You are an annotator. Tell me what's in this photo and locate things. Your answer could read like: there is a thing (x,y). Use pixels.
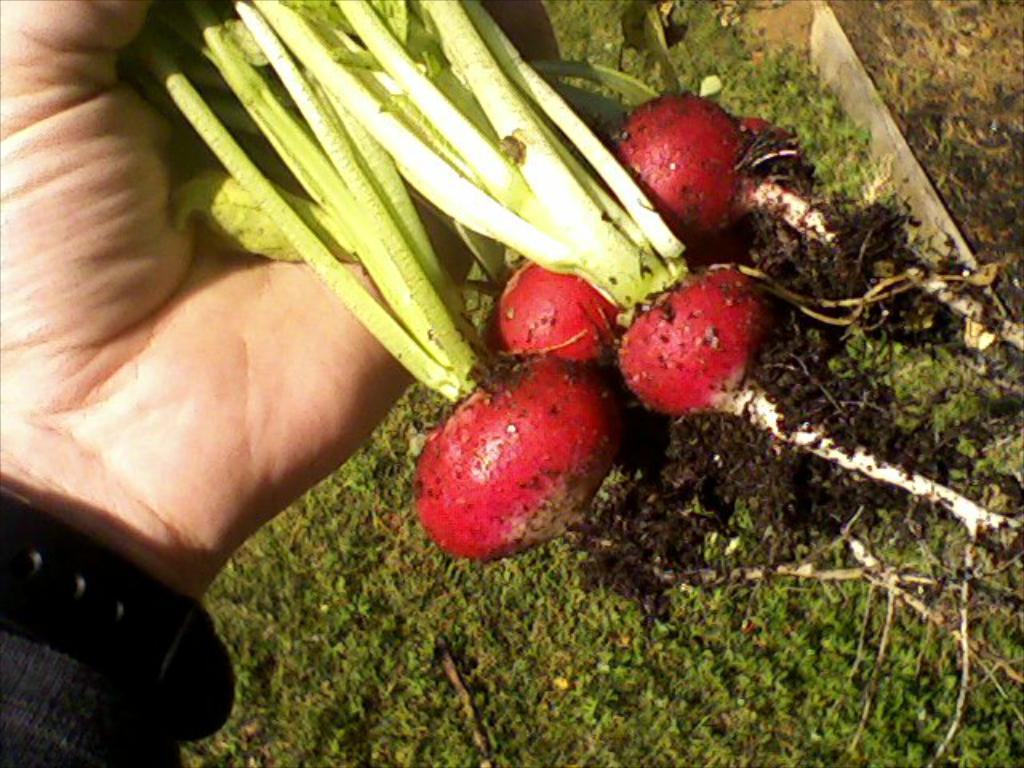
In the center of the image (346,258) we can see radishes (435,364) in person's hand (286,302). In the background (399,640) there is a grass (580,634).
